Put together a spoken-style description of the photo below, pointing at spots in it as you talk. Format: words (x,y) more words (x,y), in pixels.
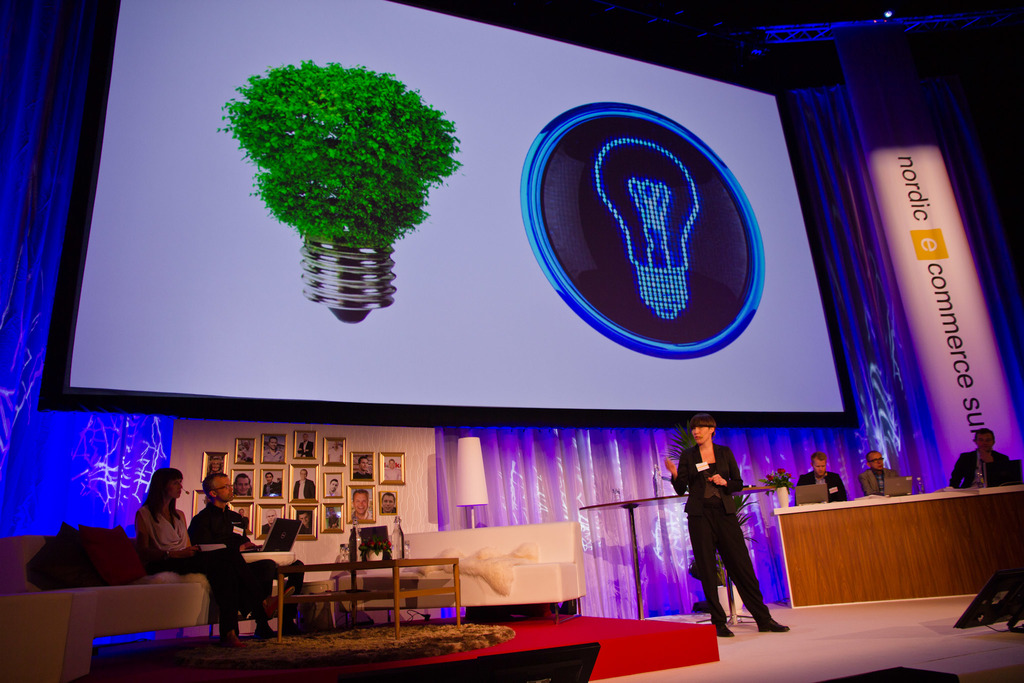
As we can see in the image there is a cloth (62,94), banner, photo frames (327,460), a lamp (484,496), table (379,566), few people (215,529) sitting on sofa (19,594) and there is a person (728,498) standing over here and on table (889,501) there are laptops (825,489).
